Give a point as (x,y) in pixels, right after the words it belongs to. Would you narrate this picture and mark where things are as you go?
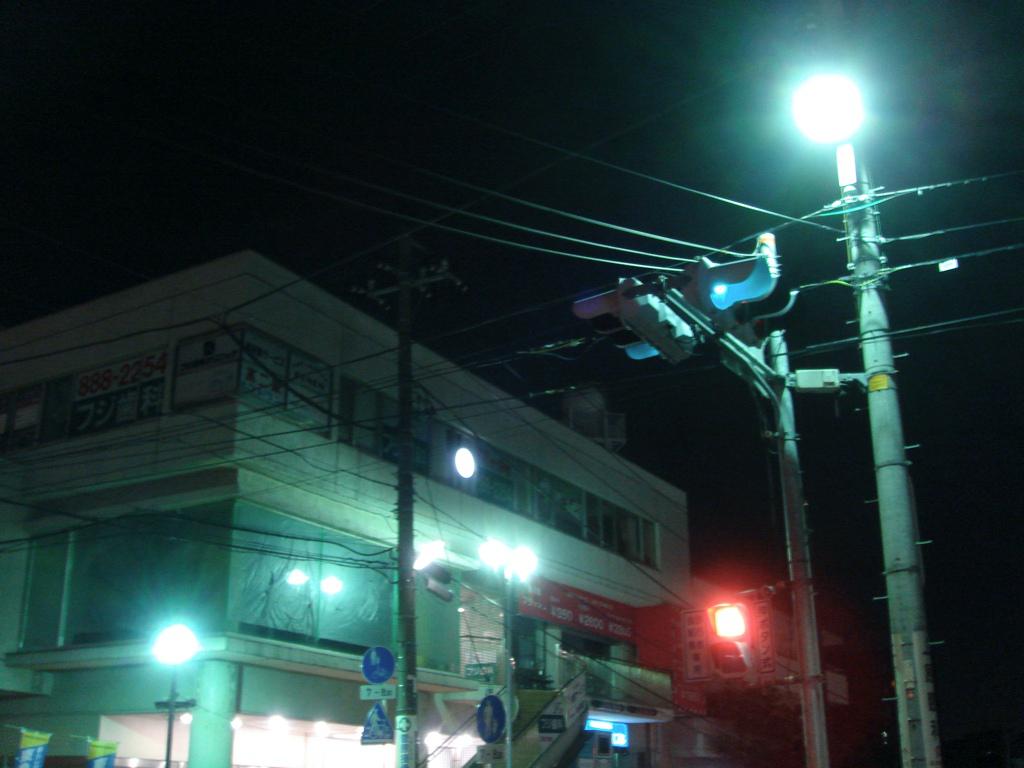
In this image I can see the electric poles (407,762). I can see the lights (830,78). On the left side (155,617) I can see the buildings (474,584) with some text (542,600) written on it.
